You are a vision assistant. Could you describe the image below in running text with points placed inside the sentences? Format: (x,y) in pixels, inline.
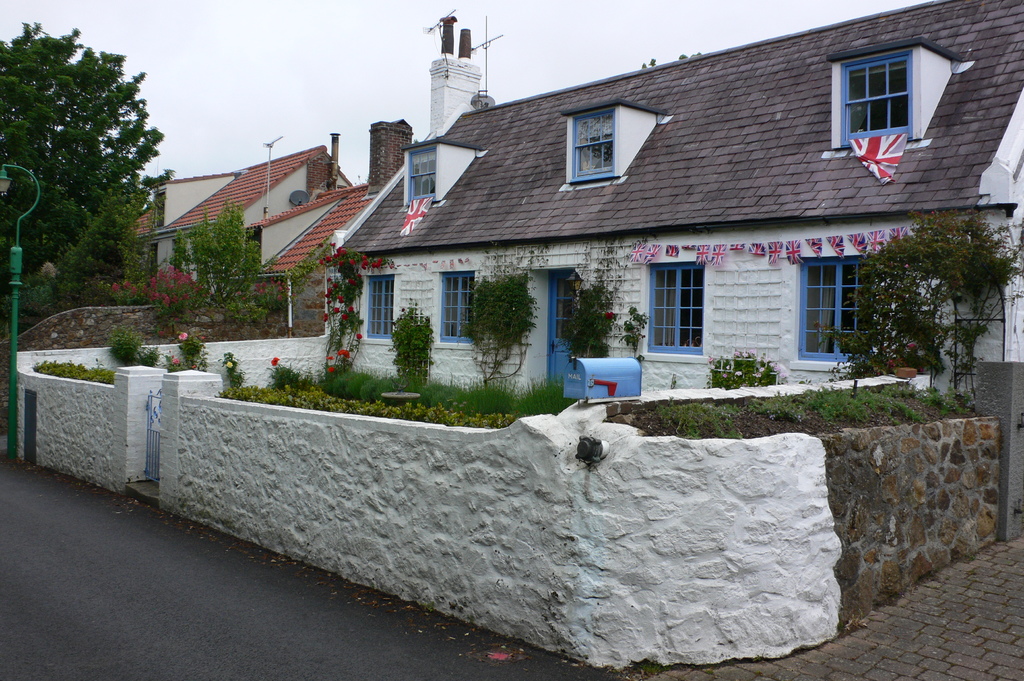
In this image in the center (532,325) there are some houses (548,245), plants (343,329), flowers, and there is some grass (370,386) trees (94,230). On the buildings (797,187) there are antennas (423,29), flags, and on the left side (32,205) there is a pole (23,217). And in the foreground (411,478) there is wall (188,454) and gate (152,422), at the bottom (80,531) there is walkway (963,594) and at the top (298,87) there is sky (371,88).
